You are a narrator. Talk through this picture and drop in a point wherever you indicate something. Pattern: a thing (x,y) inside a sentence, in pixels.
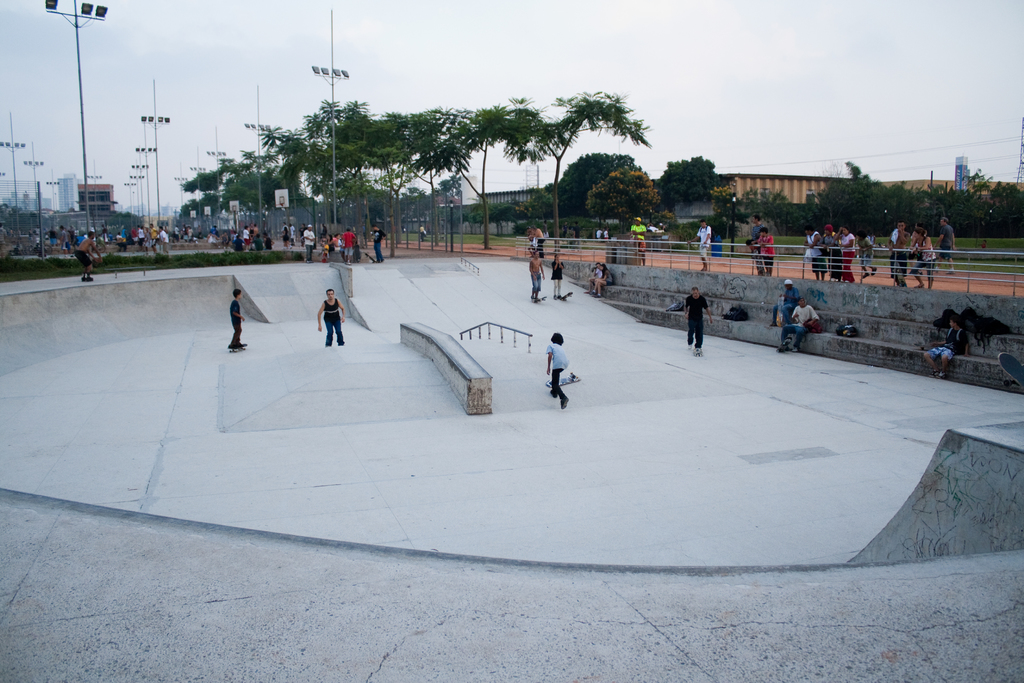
In the center of the image (557,373) we can see some persons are doing skating. In the background of the image (366,218) we can see the buildings (61,196), trees (368,141), electric light poles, boards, fencing (746,256), railing (1019,274), some persons (595,286), bags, stairs (925,325), wall (902,301), grilles (490,336), towers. At the top of the image (745,173) we can see the sky (735,103). On the left side of the image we can see the plants (68,261). At the bottom of the image (557,623) we can see the floor (965,668). In the middle of the image (481,318) we can see the ground (481,242).
